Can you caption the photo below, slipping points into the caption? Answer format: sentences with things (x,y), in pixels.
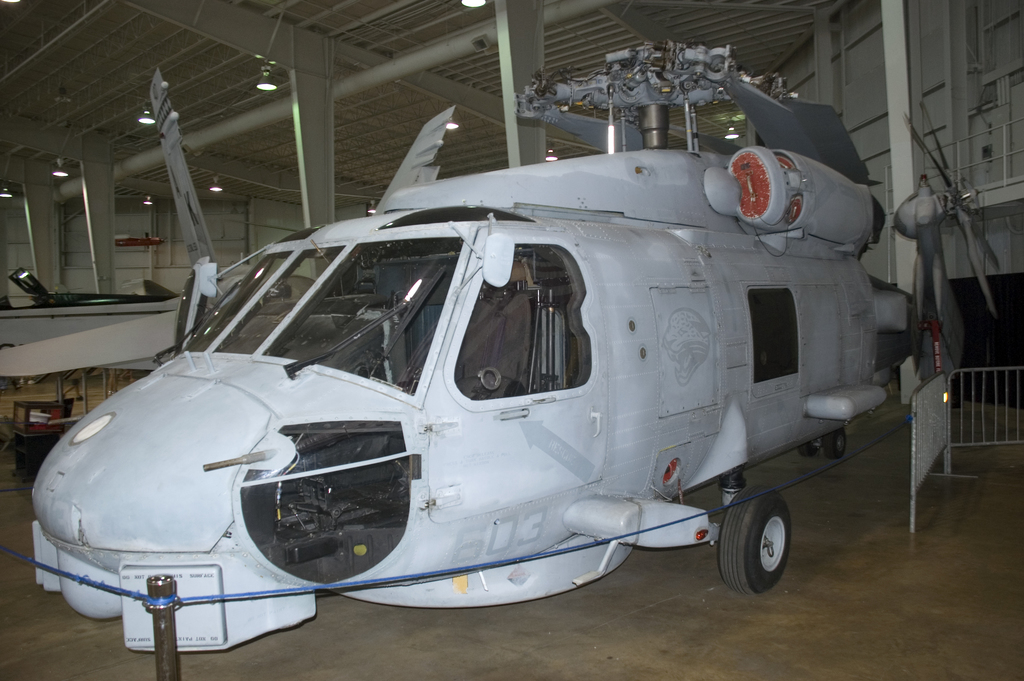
This picture consists of inside view of building (942,0), in the foreground (386,225) I can see a white color aircraft (328,326) and at the top (372,72) I can see the roof (137,134), on the roof (186,117) I can see lights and on the right side (910,470) I can see fence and on the left side (106,303) I can see other aircraft (122,299).
